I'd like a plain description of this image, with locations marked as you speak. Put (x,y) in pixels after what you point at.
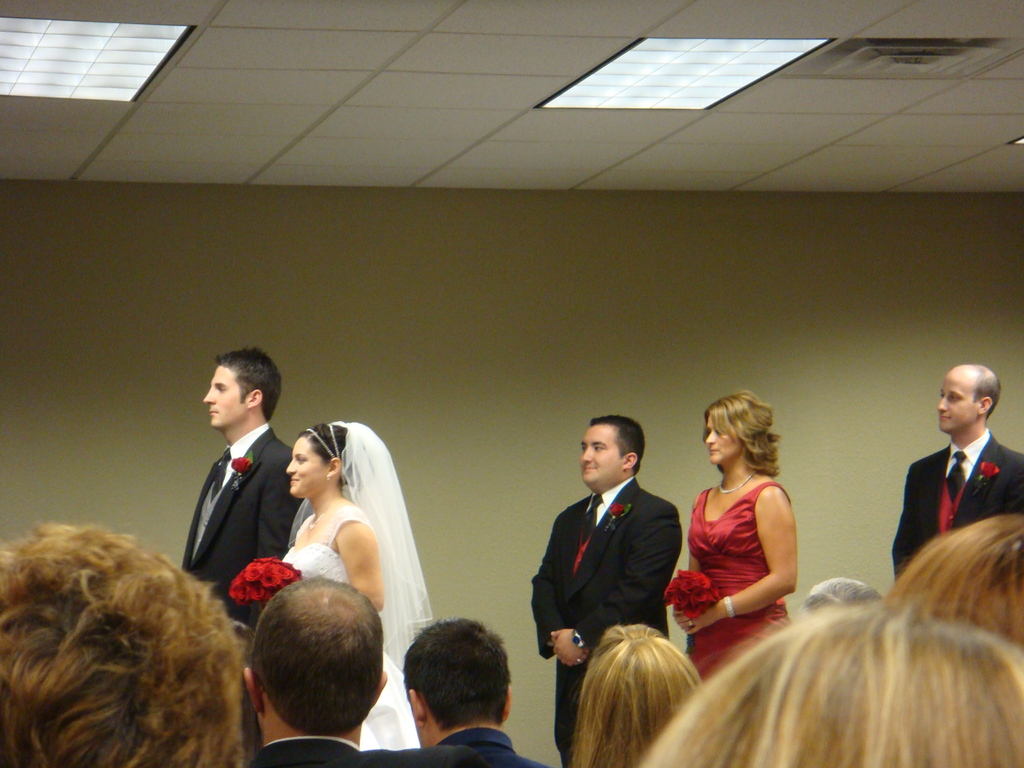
In this image we can see people (735,573) standing. There are bouquets (680,579) in the hands (700,621) of ladies (368,441). At the bottom (364,693) there are people (890,720) sitting. In the background (762,365) there is a wall (353,221). At the top (685,76) there are lights (680,64).
